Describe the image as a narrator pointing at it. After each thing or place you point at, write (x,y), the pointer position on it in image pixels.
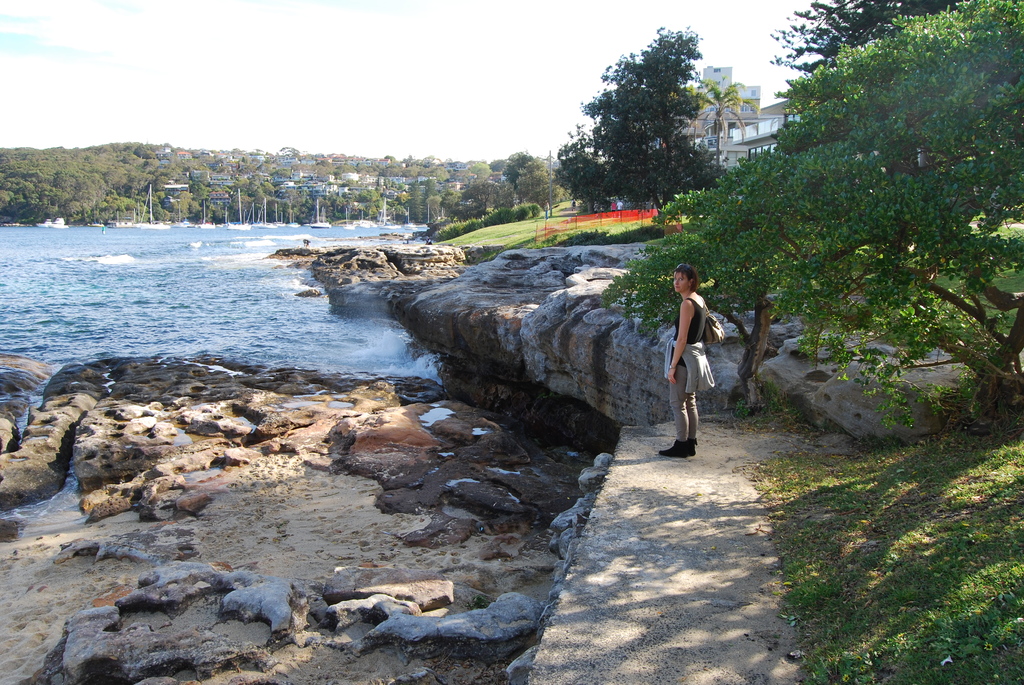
This is the woman (693,388) standing on the pathway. These look like the rocks (413,402). Here is the grass (928,499). I can see the trees (530,175) and bushes (528,214). Here is the water (154,334) flowing. In the background (219,200), I can see the houses (286,180) and buildings (743,147). These look like the boats (248,224) on the water (249,231). This is the sky (218,78).
